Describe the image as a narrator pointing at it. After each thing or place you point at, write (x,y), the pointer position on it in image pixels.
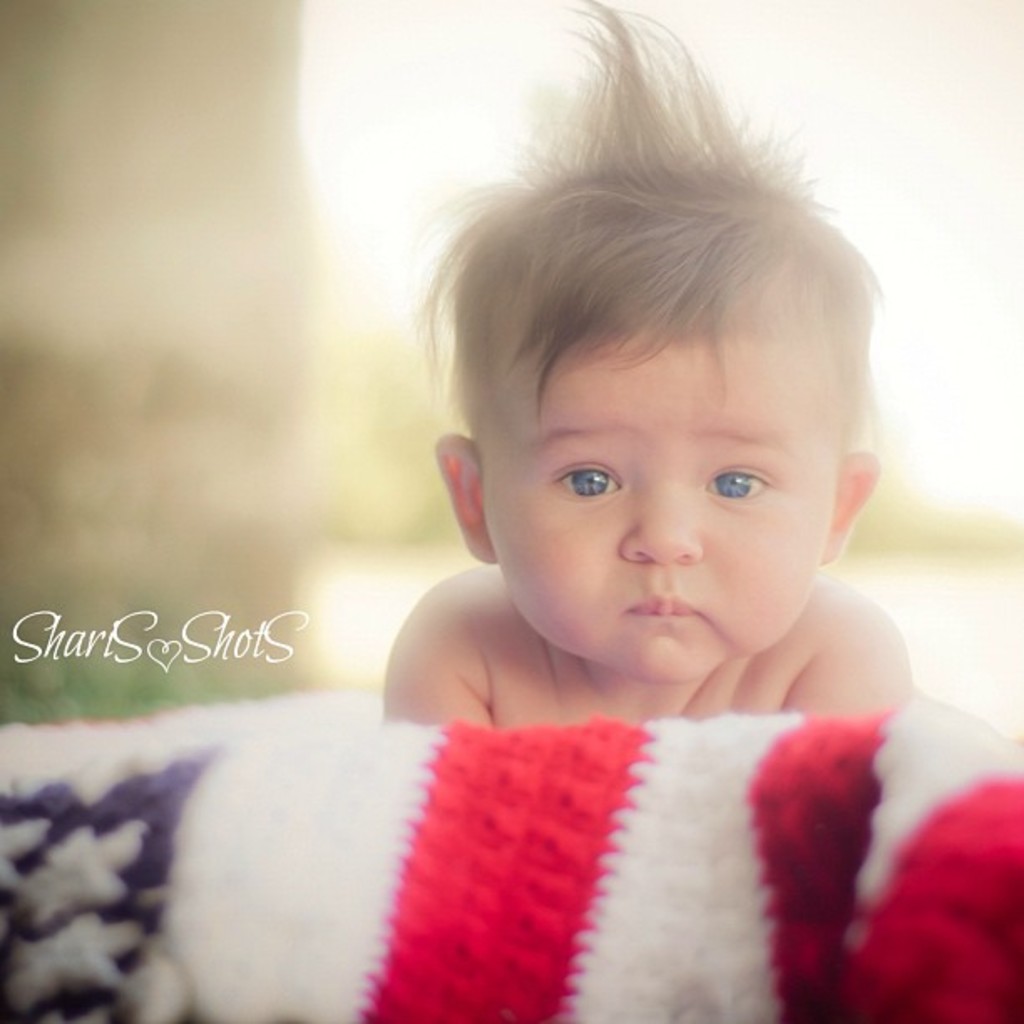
In this image there is a baby (468,509), cloth (999,916), and there is blur background (68,45) and a watermark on the image.
